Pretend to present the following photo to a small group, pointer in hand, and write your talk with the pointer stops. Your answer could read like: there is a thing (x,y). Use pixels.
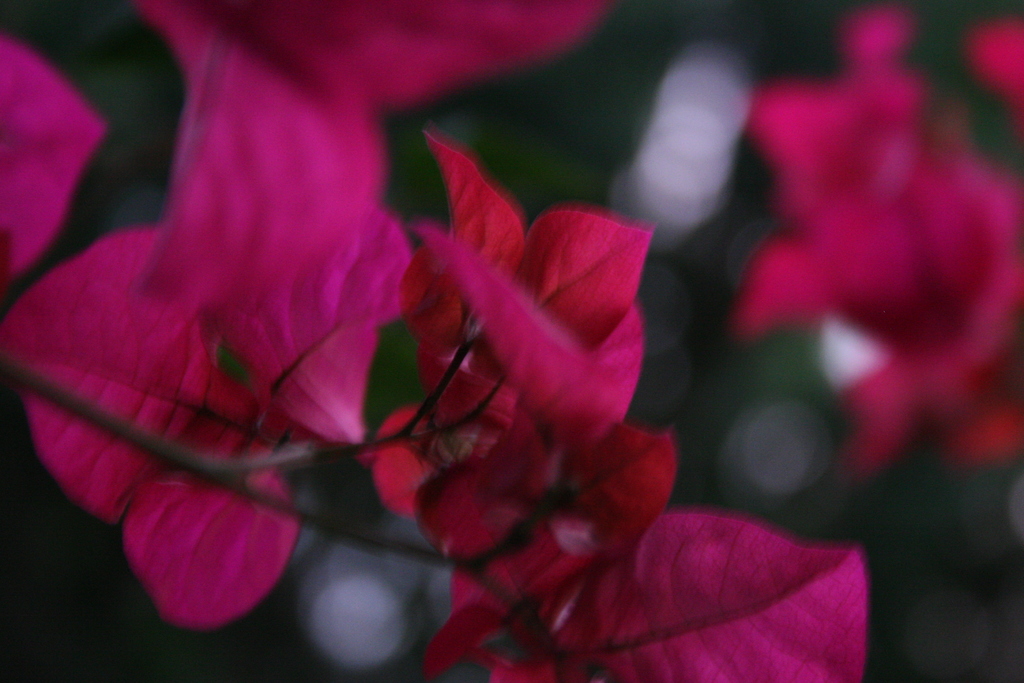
In the image we can see some leaves (150,287). Background of the image (295,669) is blur.
